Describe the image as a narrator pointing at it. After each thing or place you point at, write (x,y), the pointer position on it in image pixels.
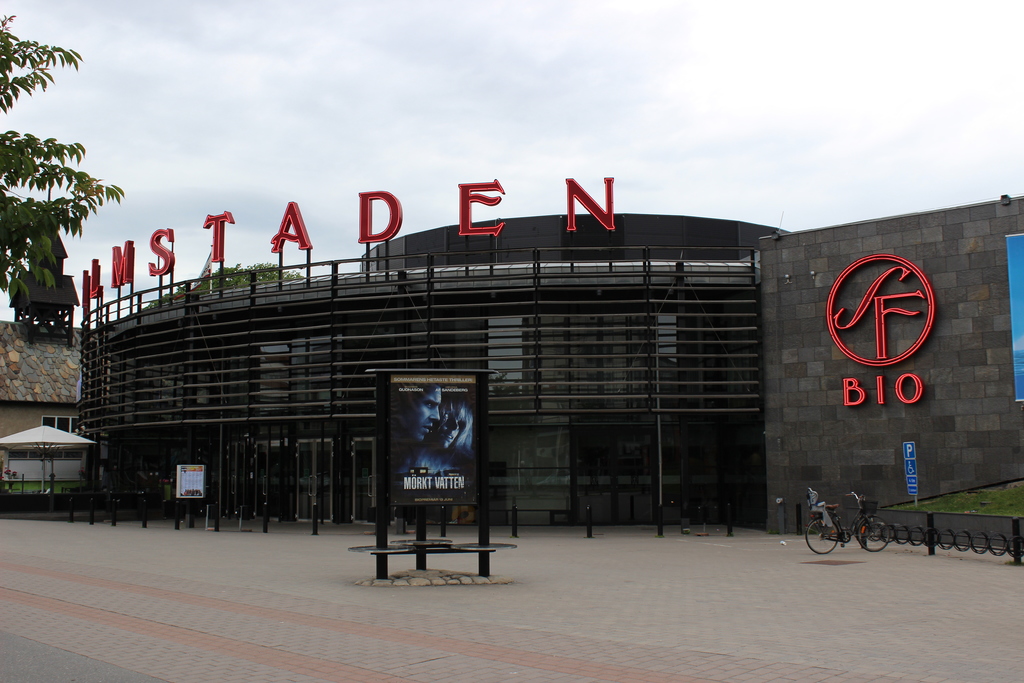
In the center of the picture (529,434) there is a building (567,373). In the foreground (403,455) there is a board (412,490). On the right (820,505) there are banner (1022,283), board (911,463), bicycle (869,510) and grass (1001,498). On the left (30,260) there are trees (244,282), grass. At the bottom (333,633) it is pavement (290,585). Sky (619,173) is cloudy.
